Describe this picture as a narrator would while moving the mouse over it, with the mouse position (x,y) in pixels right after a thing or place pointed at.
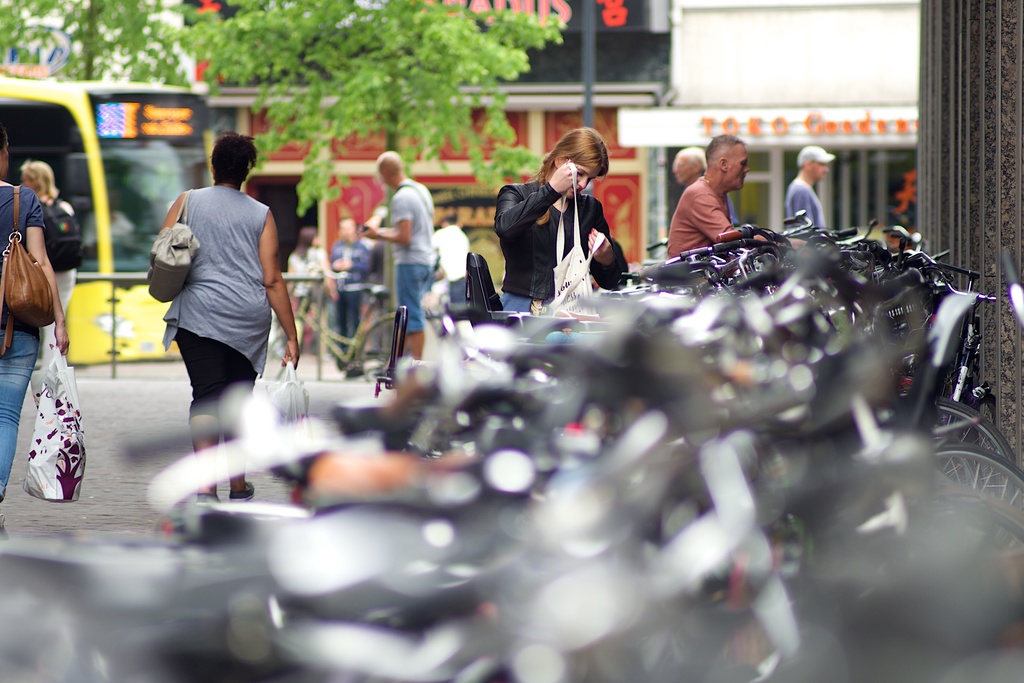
In this image we can see people (192,264) standing on the ground (264,474), some woman (210,260) is carrying bags (174,271) and holding covers (300,391) in their hands (290,356). To the right side (840,243) we can see a group of bicycles (527,447) parked on the ground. In the background (873,108), we can see a group of buildings (547,127) with sign boards (785,121), poles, trees (371,101) and a bus (119,301) placed on the ground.
